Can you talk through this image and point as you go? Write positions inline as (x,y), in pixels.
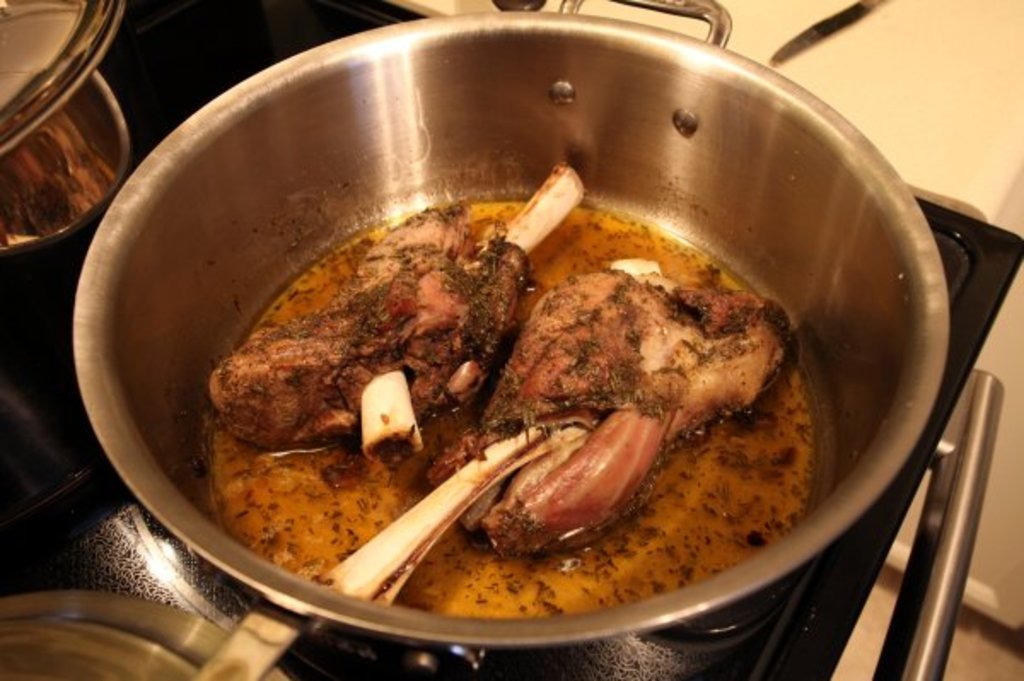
In this picture there is meat (372,434) in the steel vessel (923,265), placed on the black color stove (756,647). Behind there is a yellow color countertop (944,146).
